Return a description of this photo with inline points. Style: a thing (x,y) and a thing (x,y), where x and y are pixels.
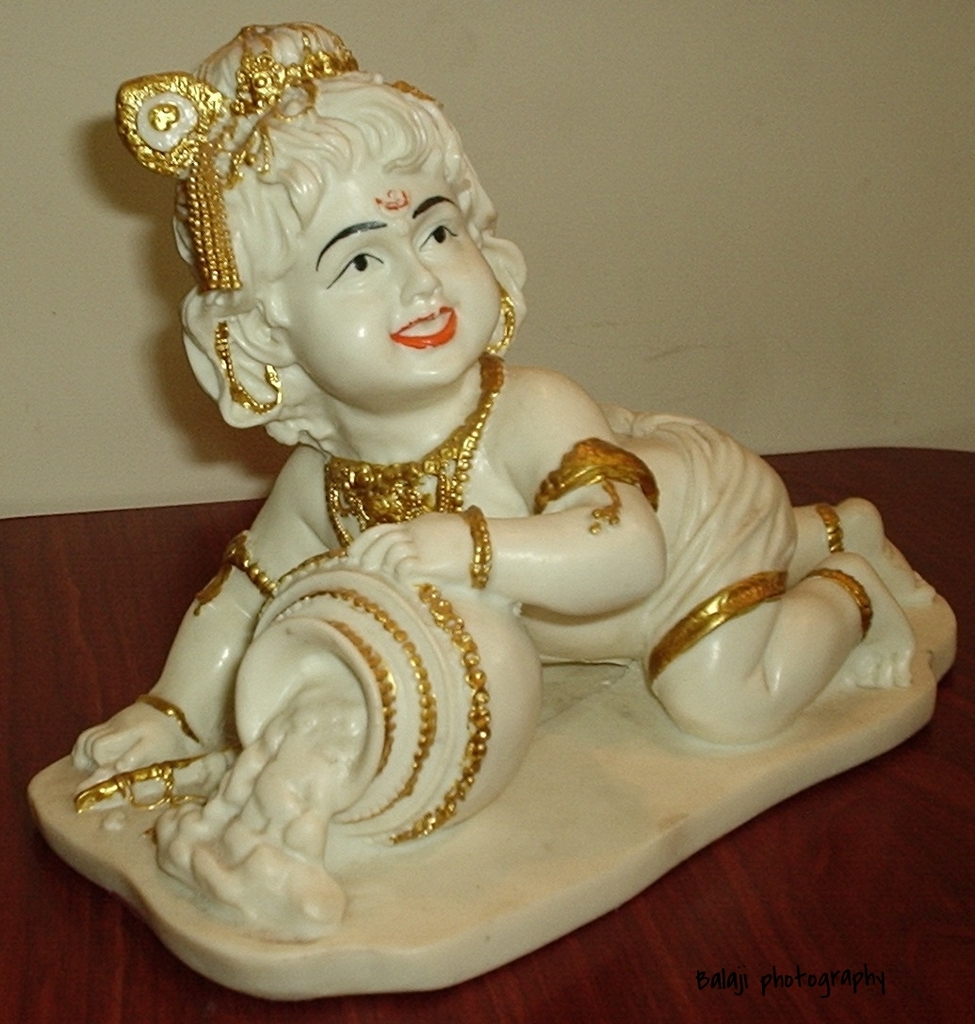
In this picture I can see the white idol statue (424,580) which is kept on the table (699,905). In the back (703,163) there is a wall (703,163).
